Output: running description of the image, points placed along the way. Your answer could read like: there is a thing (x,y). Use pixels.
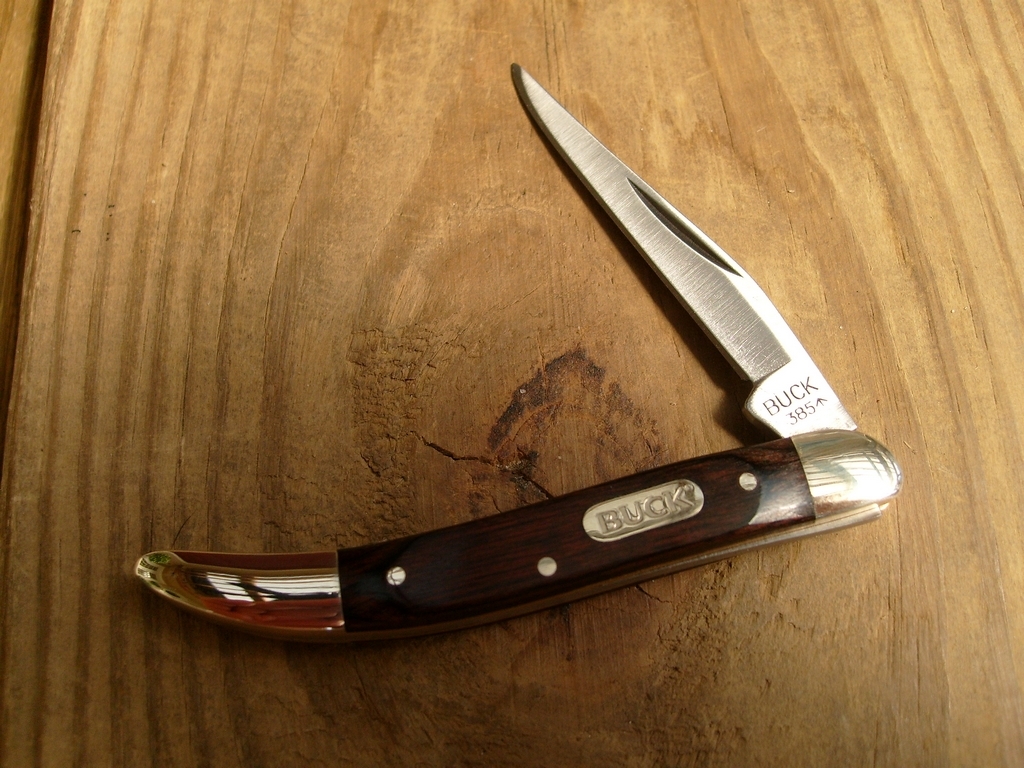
On the wooden surface (348,722) we can see utility knife (714,488).
